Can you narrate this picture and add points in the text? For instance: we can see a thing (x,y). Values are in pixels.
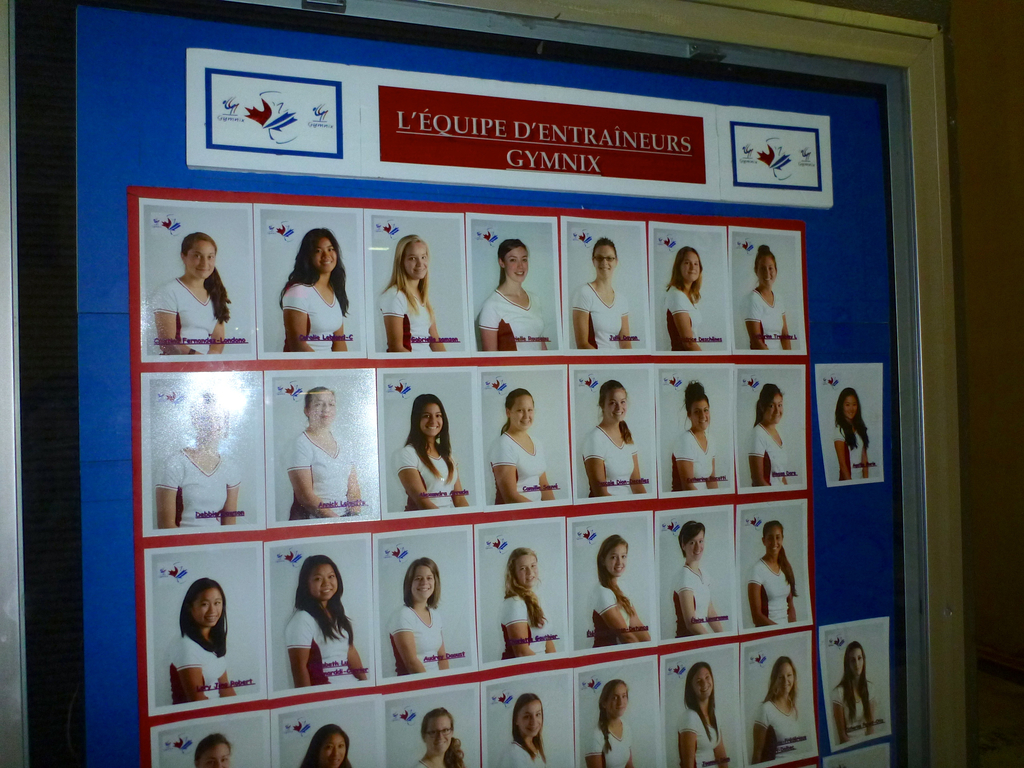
In the picture I can see a board (563,355) which has photos (518,477) attached to it. In this photo I can see women (442,470) who are wearing white color clothes (326,680) and smiling.
